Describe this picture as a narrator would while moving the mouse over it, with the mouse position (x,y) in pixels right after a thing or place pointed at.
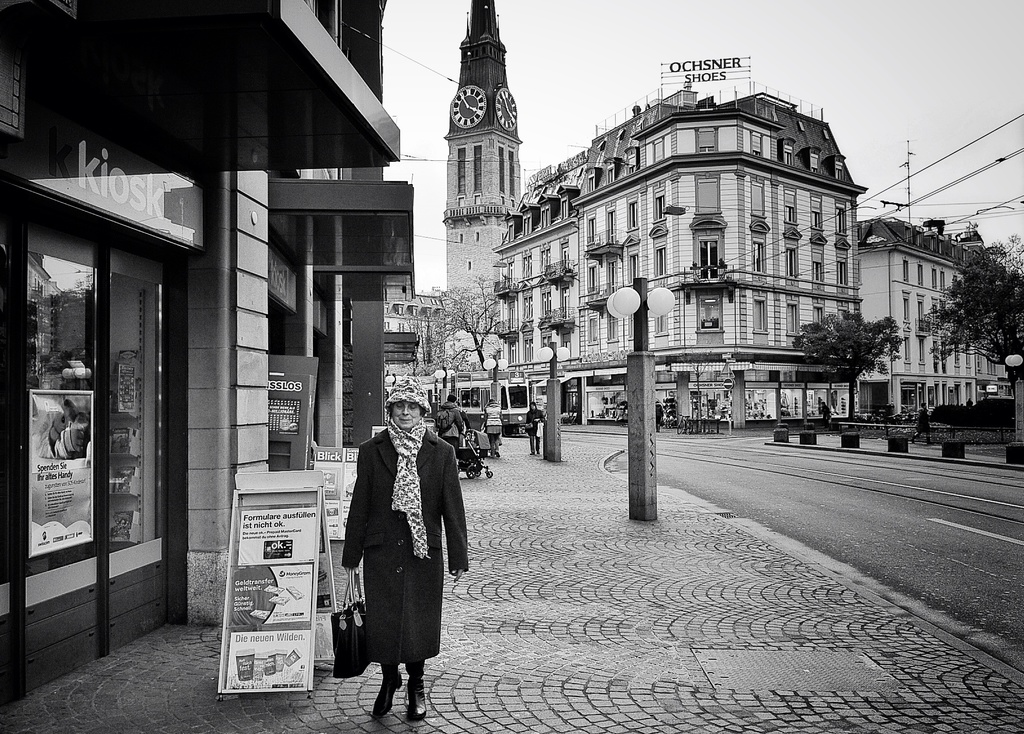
In this black and white picture a person (418,672) is wearing a scarf (408,473) and a cap (400,394). She is holding a bag (342,642) in her hand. She is walking on the pavement (453,624). Beside her there are few boards (291,575) on the pavement (510,628). A person (452,434) carrying a bag (444,421) and he is holding a baby trolley (480,464). Few persons (500,421) are walking on the pavement (517,457). There are few street lights (648,468). Behind there is a vehicle (480,396) on the road (710,478). Background there are few trees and buildings (792,294). Top of image (886,77) there is sky (897,78).
